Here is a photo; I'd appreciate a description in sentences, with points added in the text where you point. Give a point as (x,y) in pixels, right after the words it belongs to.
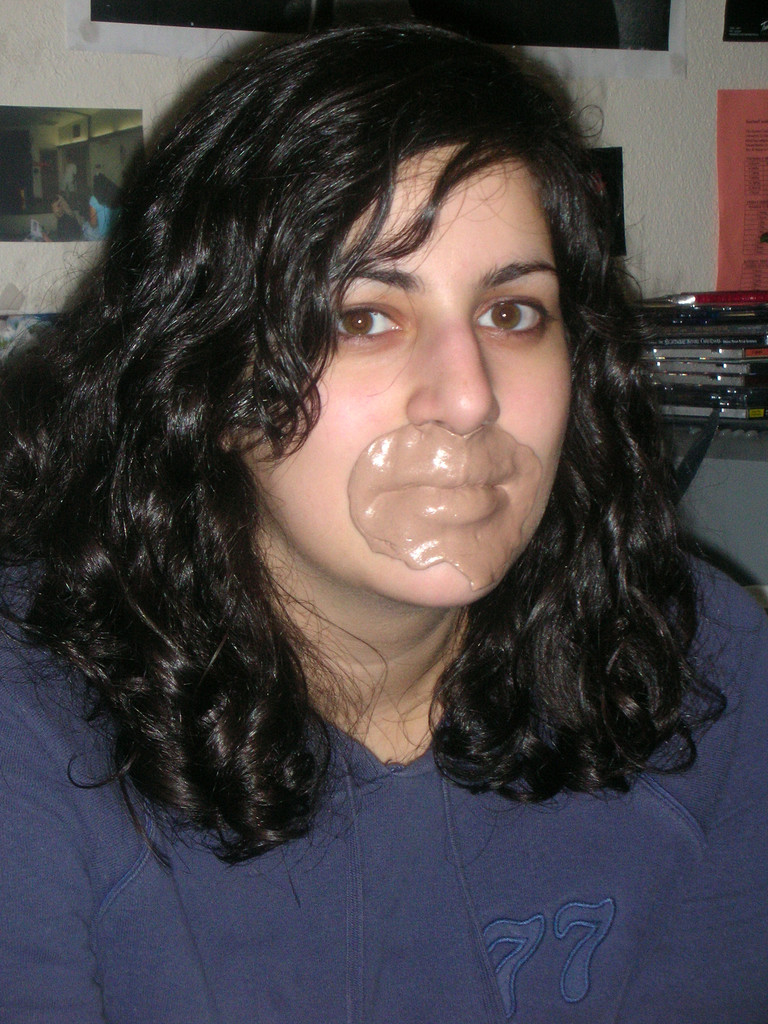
In this picture I can see a woman (297,229) in front (175,548) and I see that she is wearing blue color top (401,769) and I see cream (368,475) on her mouth (386,484). In the background (84,258) I can see the wall (636,135) on which there are few photos (547,17) and on the right side of this picture (667,319) I can see few things (717,369).
